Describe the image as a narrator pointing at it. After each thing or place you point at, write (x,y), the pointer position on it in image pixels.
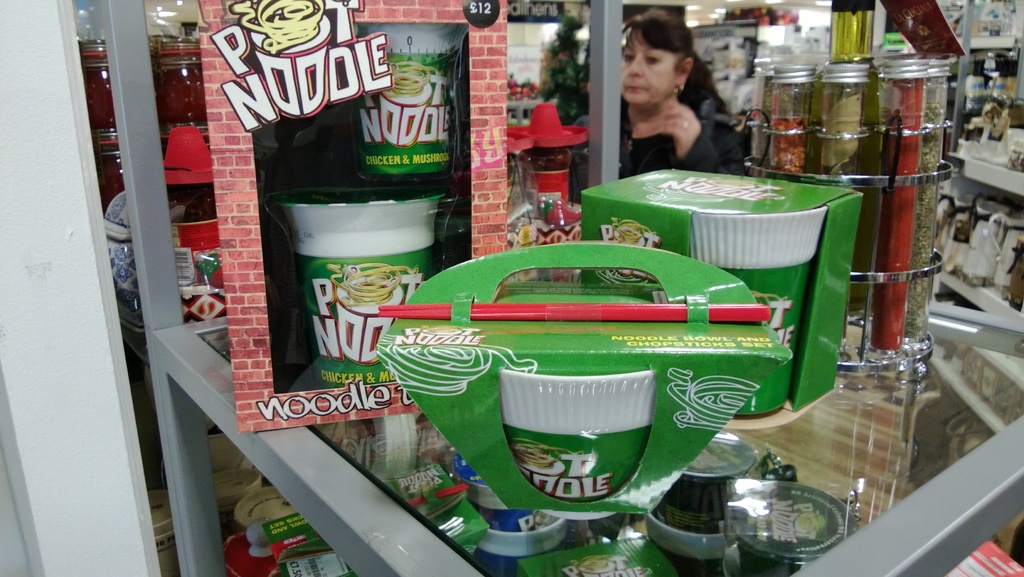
There are packs (707,265) of noodles (663,221). A woman (714,117) is present at the back (684,132). There are other objects (912,324).
